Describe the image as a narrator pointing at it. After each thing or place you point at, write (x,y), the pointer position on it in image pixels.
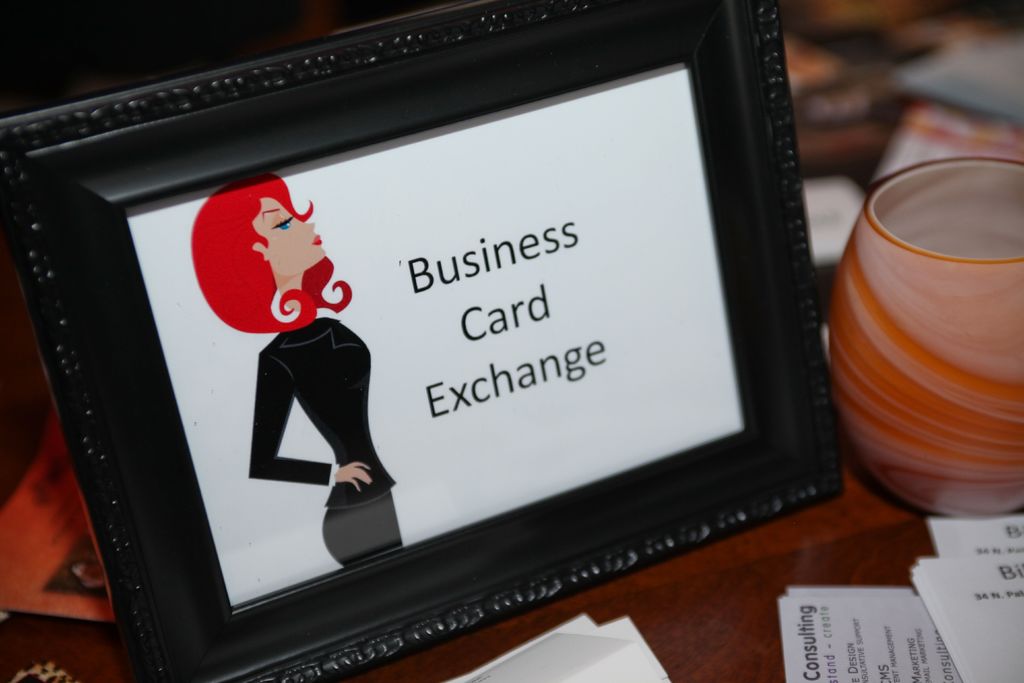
In this picture, we see a table (652,608) on which papers (853,674), cup (911,478), book (12,591) and a photo frame (317,412) of a woman (232,258) are placed. On the photo frame (745,314), it is written as " Business Card Exchange". In the background (820,106), it is blurred.
